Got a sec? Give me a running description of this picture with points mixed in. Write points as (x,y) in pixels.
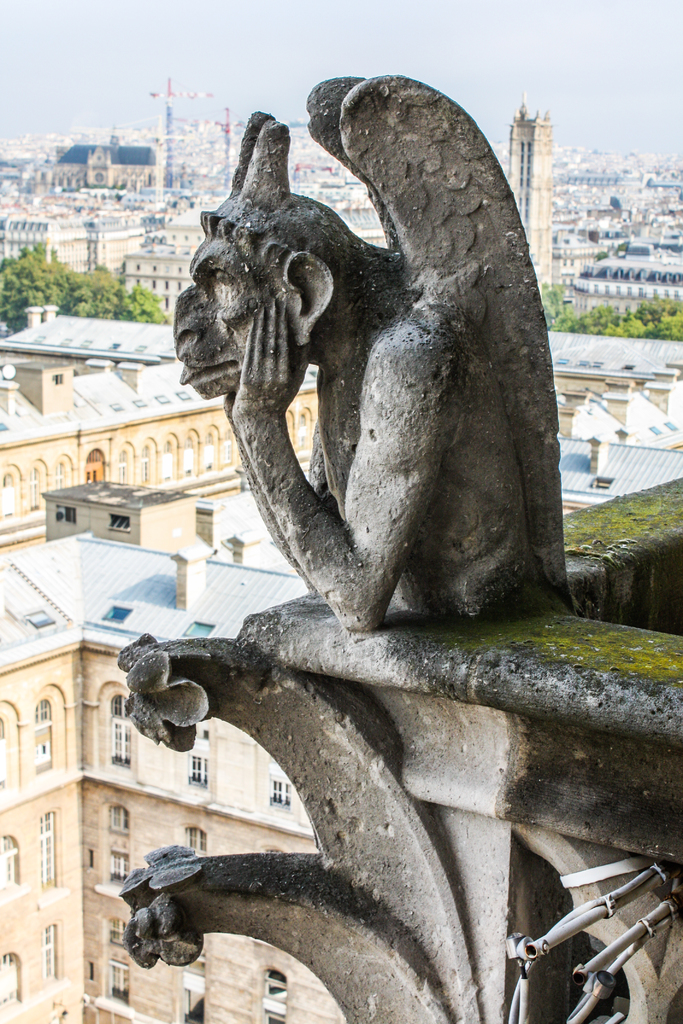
In this picture we can see a statue (541,559), here we can see buildings (580,480), trees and some objects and we can see sky (523,66) in the background (474,48).
